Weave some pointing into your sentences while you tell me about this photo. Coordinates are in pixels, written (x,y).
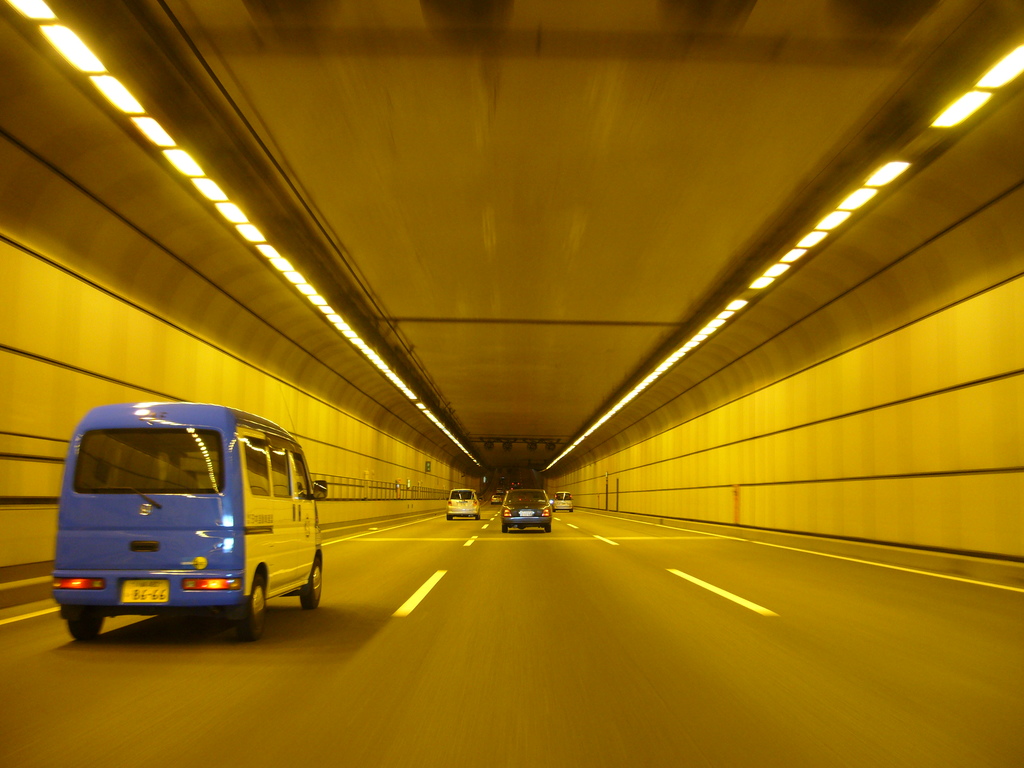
There are vehicles (525,502) on the road (540,687). Here we can see lights (187,166) and this is wall (897,436).
